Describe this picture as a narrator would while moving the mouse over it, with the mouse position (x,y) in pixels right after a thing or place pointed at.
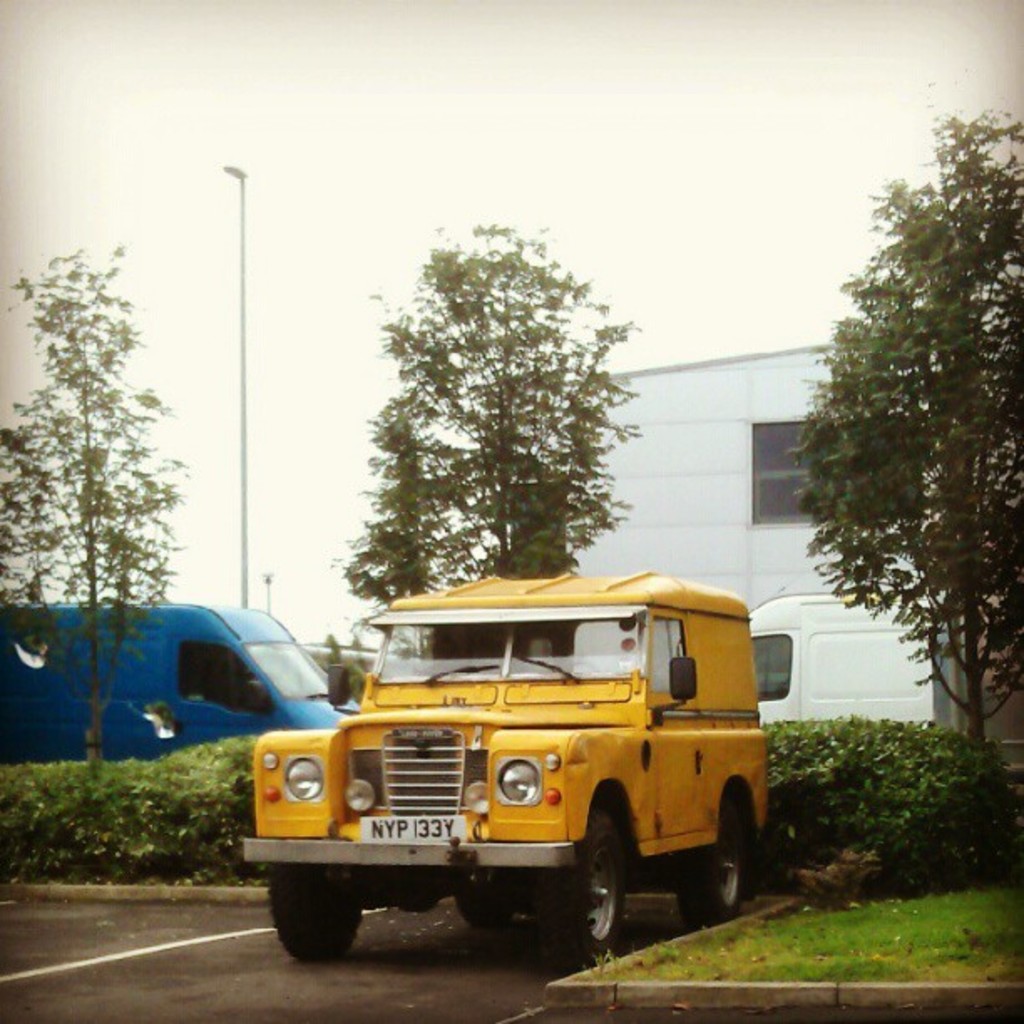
In this image I can see a vehicle (504,733) which is yellow in color on the road (456,972). I can see some grass (867,919), few plants (898,862), a blue colored vehicles (169,662), few trees (946,464), a white colored vehicle (780,626), a white colored building (737,505) and the sky (381,271).
